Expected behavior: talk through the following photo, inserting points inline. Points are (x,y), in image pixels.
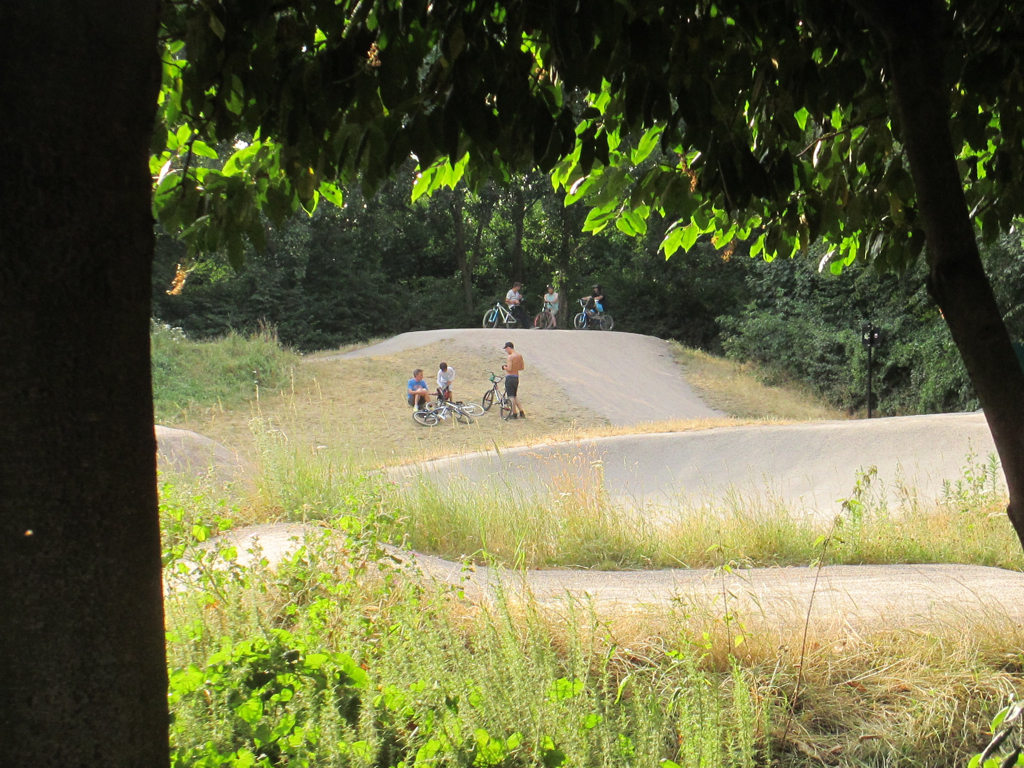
In this image I can see grass (370,423), trees (970,164), bicycles (446,404) and a group of people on the road (624,446). This image is taken may be during a day.
